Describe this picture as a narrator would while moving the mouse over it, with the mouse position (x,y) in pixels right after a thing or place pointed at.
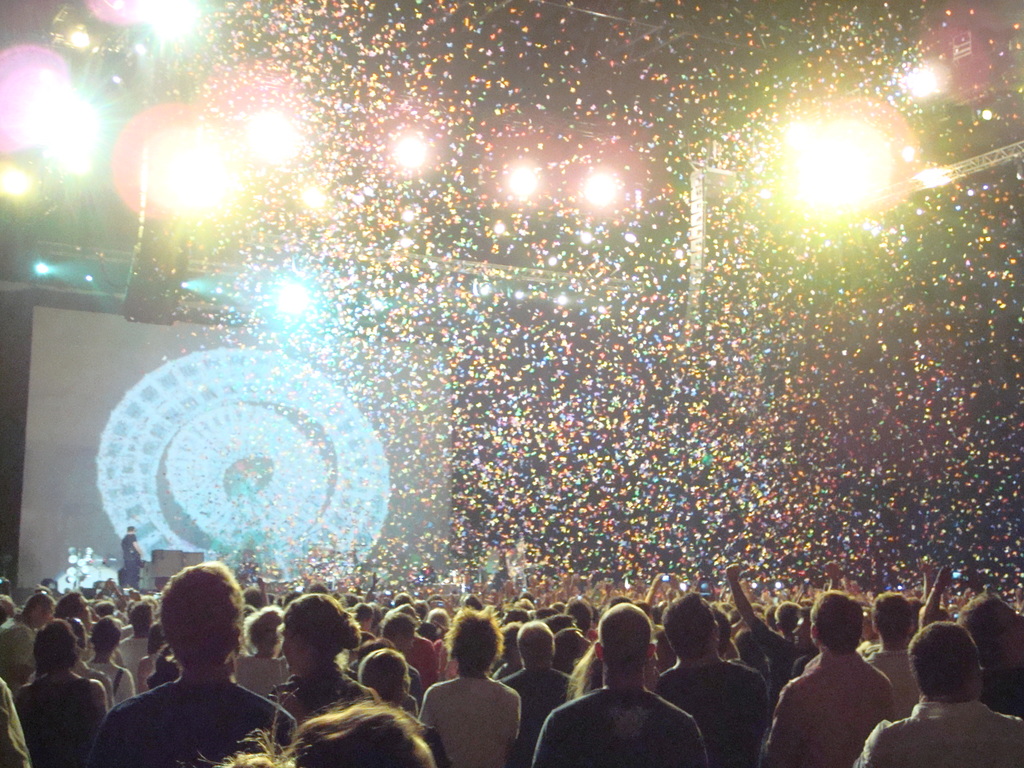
In this image there are group of persons (586,664) towards the bottom of the image (963,681), there is a man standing on the stage (160,576), there are musical instruments (86,569), there is a screen (235,456), there are color papers (583,260), there are lights (597,181), there is a speaker (152,248), the background of the image (130,225) is dark.
